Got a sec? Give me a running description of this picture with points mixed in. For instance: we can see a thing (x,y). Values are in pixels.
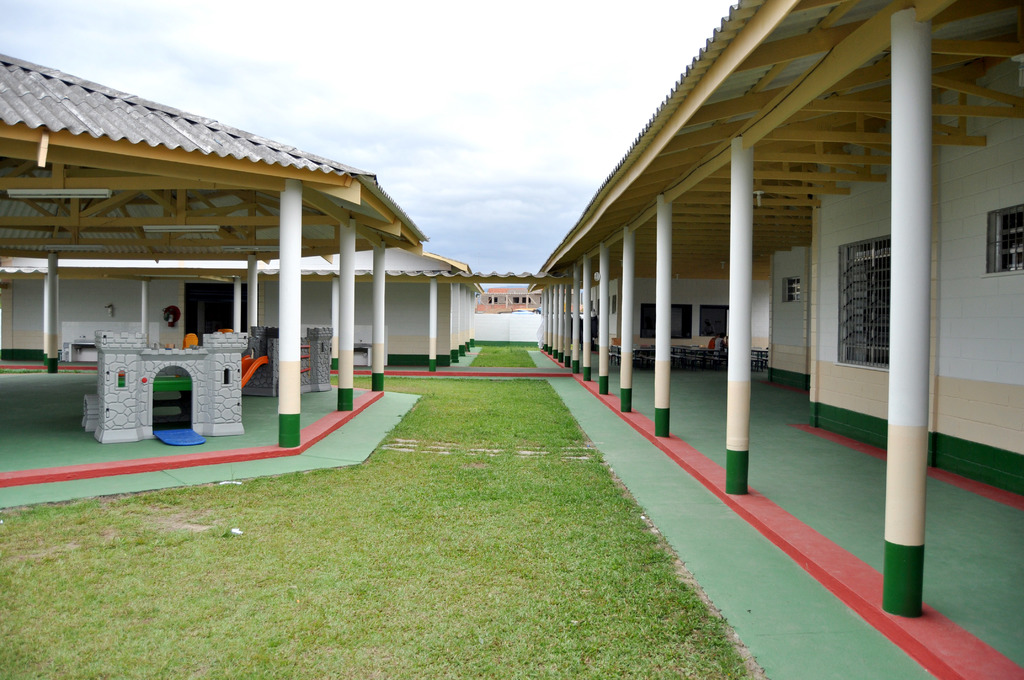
In the image there are shelters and under the shelters (52,176) there are pillars (287,318) and rooms (409,335), around the shelters (315,259) there is a grass surface (377,569).
